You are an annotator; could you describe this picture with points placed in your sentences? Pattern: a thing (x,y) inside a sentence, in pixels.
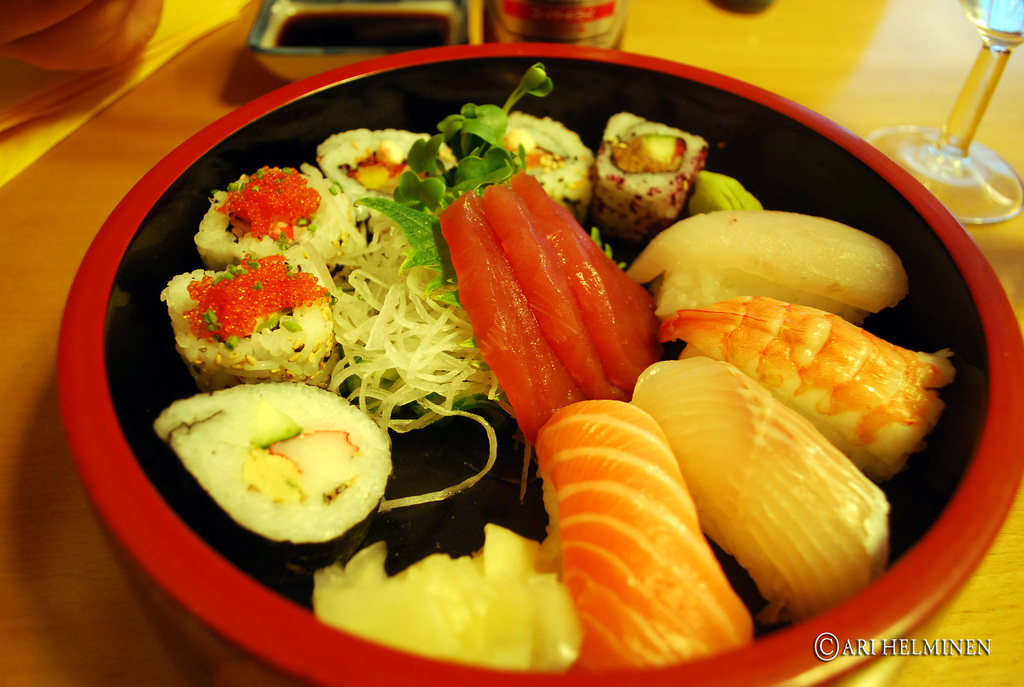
In this image we can see a bowl (417,53) containing food (454,320) is placed on the surface (111,580). In the background (984,195), we can see a bowl (411,36) with liquid (442,39), glass (981,118) and some objects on the table (54,237).
